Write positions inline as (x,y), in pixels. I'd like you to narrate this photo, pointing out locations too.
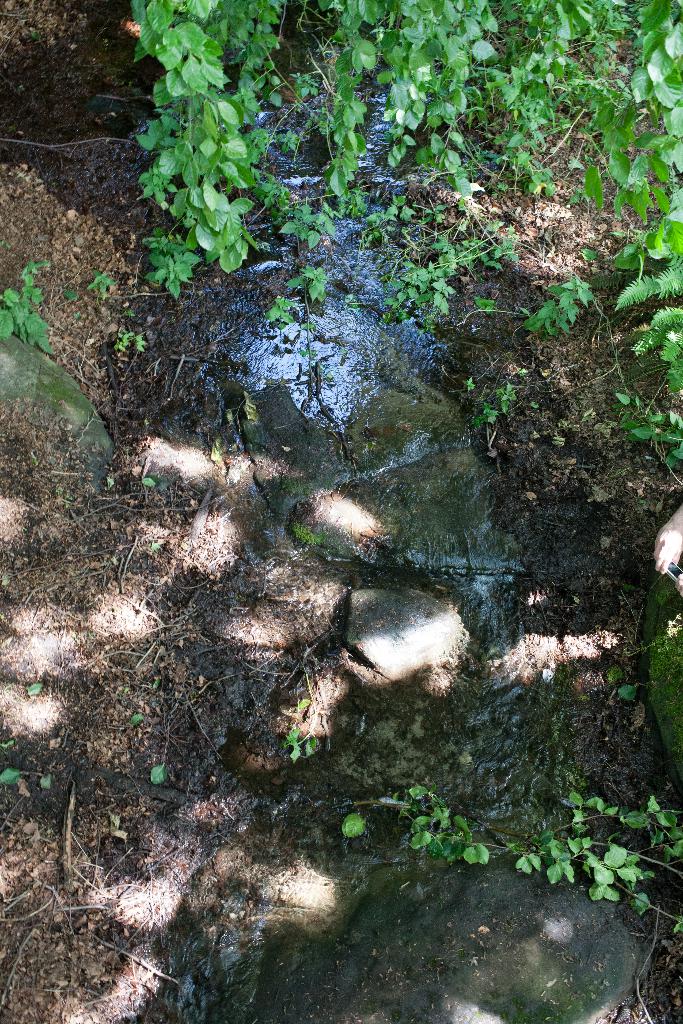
At the top (244,95) there are trees (394,95). In the center of the picture (388,534) there is small canal (375,360). On the left (59,650) there are stones (37,396), plants (41,334) and soil (125,705). On the right (600,782) there are stones (661,664) and soil (617,737).
